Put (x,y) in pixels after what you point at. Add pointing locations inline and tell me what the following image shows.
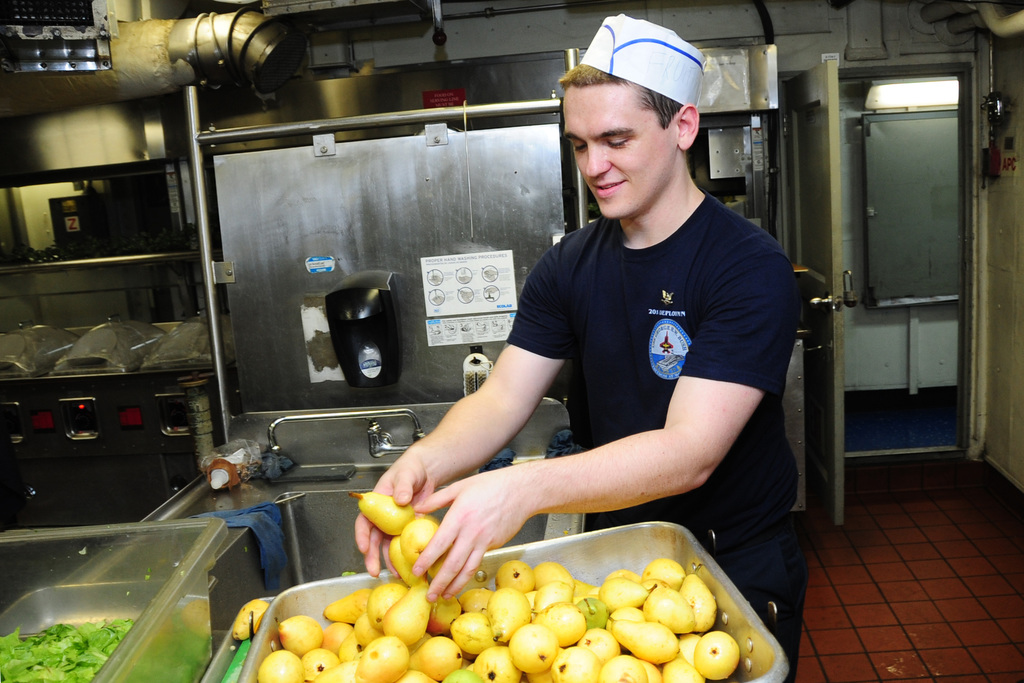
In this picture we can see a person (662,477) holding some fruits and in front of him there is a tray (748,643) with some fruits (442,606) and we can see some other objects (492,300). There is a door (816,228) on the right side (830,224) and we can see some machine (95,499) which looks like a oven (174,447) in the background (182,484).
